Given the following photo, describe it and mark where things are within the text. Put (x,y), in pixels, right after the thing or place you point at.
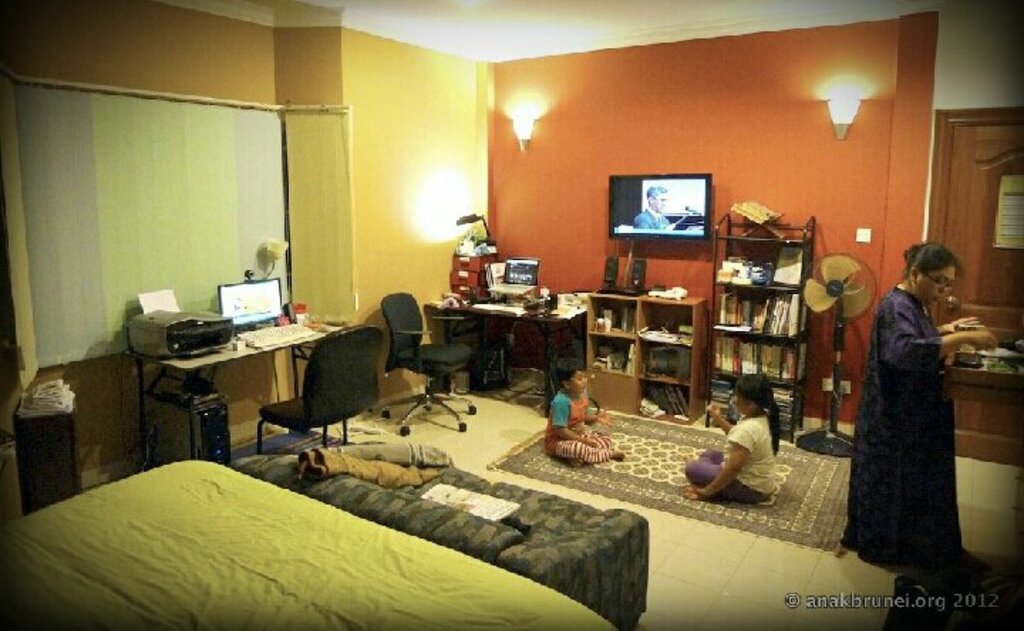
This image is clicked inside the room (589,249). In this image there are two kids (569,411) sitting on the mat (626,491) and playing with each other. On the left side (234,539) there are beds (291,573). There is a television (665,203) which is attached to the wall (697,168). Above the television (654,179) there are two lights (828,104). In the middle (506,290) there is a table (235,341) on which there is a computer (264,311). In front of the computer (272,317) there is a chair (321,390). In the background (188,200) there are curtains (136,187). On the right side (869,364) there is a woman (885,428) standing on the floor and setting the things (965,364) in the drawer (959,375). Beside her there is a door (981,208). There are cupboards (698,335) and racks (731,287) in which there are books (749,312). Beside the cupboard (781,295) there is a table fan (857,314). On the left side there is a table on which there is a laptop (532,259). Beside the laptop (519,275) there is a lamp (476,217) and some boxes (458,270).
